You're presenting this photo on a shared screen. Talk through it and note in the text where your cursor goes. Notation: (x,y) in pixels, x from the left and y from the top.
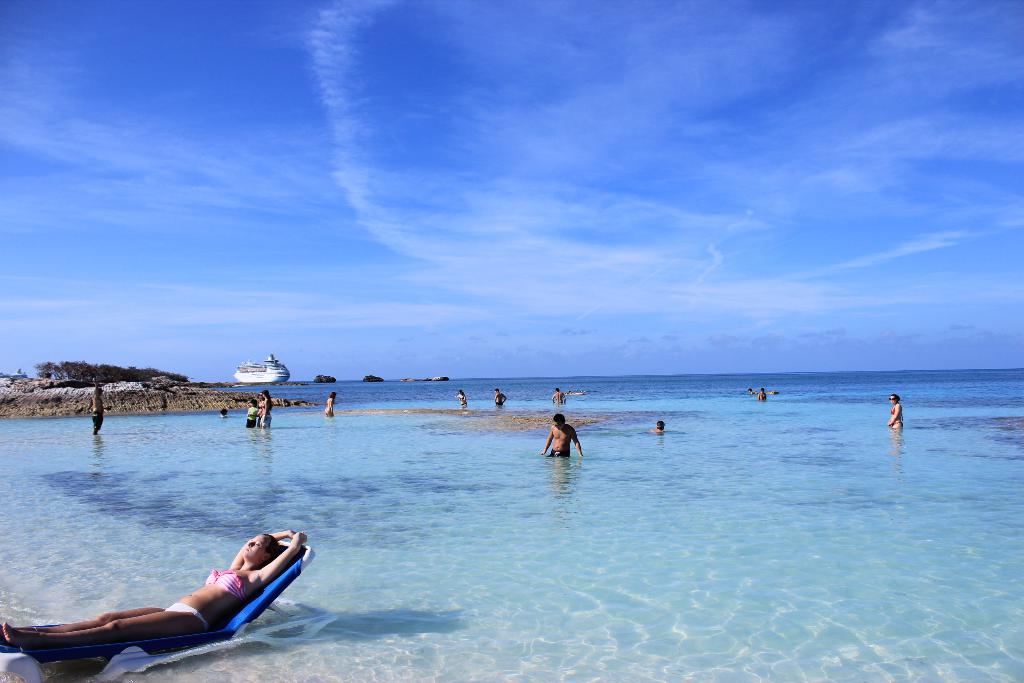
In this picture there are few persons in the water (754,439) and there is a woman (199,600) sleeping on an object (234,607) on the water (160,598) and there is a ship (262,370) on the water (394,405) in the background (270,356) and the sky (298,365) is in blue color.
